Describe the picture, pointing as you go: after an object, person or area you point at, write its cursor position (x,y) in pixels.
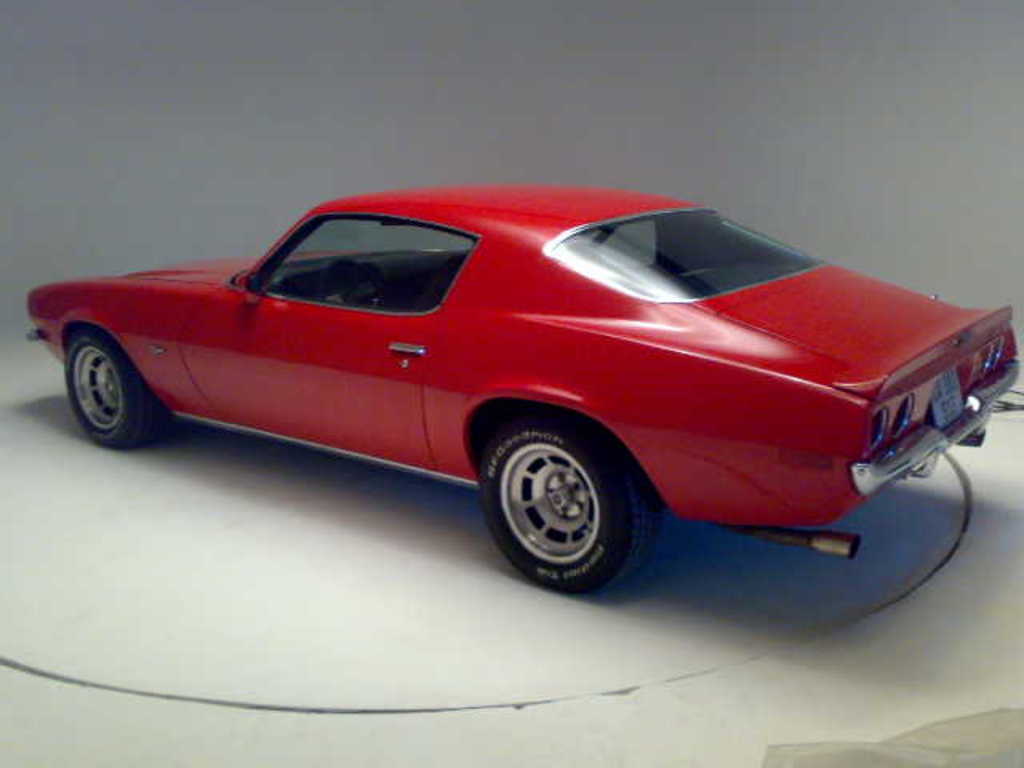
In this image in the middle (550,389), there is a car (550,389). At the bottom (506,667) there is a floor (445,657). In the background (191,121) there is a wall (331,112).
